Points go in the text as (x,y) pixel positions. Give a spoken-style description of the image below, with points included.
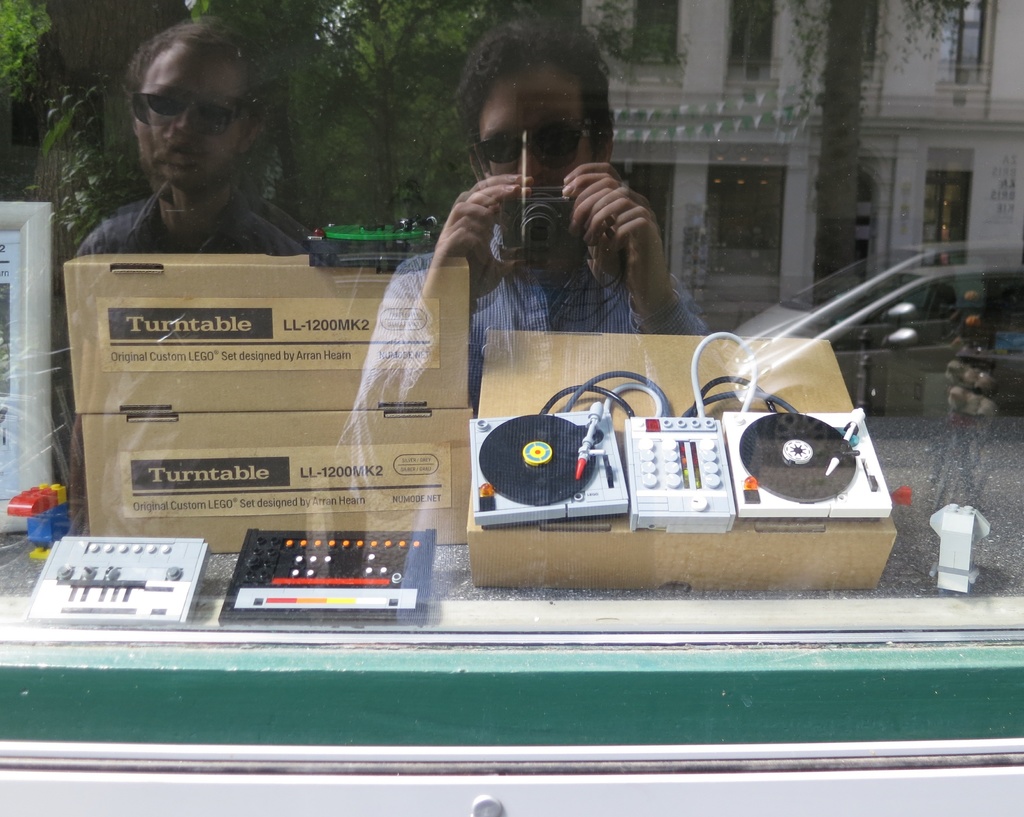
These are the electronic devices (841,465) and the cardboard boxes (506,361), which are placed on the table (995,564). I think this is a glass door (986,328). I can see the reflection (835,342) of a vehicle (848,338) and two people (204,184) standing. This is the man (537,279) holding a camera (540,254) in his hands (620,191). In the background (684,66), I can see the building (747,110) and the trees (372,57).
